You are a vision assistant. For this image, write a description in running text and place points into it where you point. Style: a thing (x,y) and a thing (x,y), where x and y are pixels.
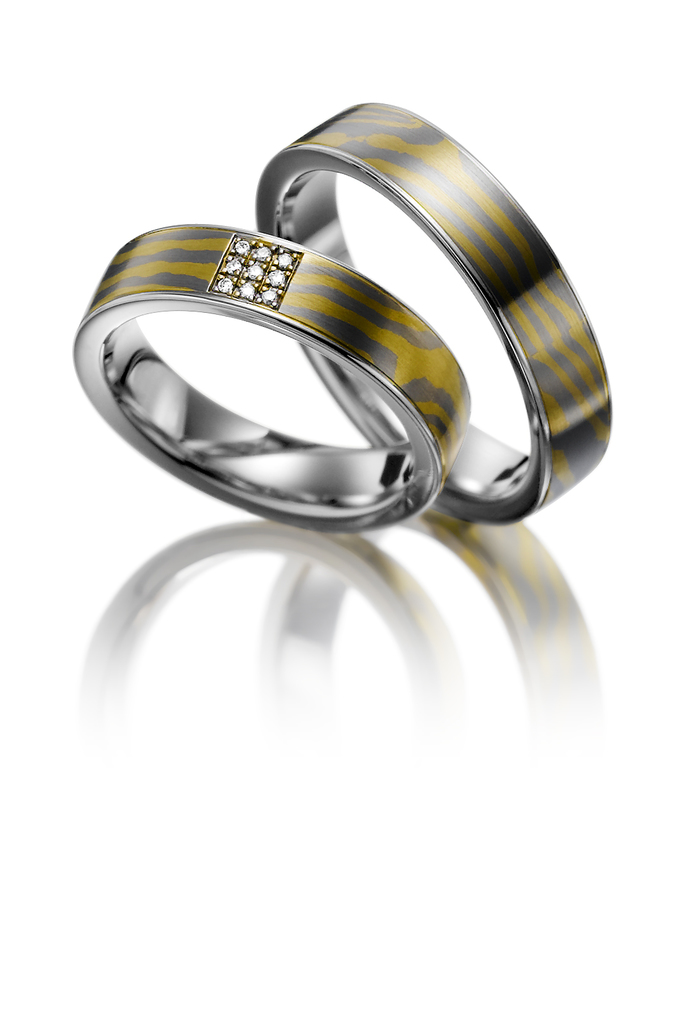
This image consists of rings (235,308). It looks like they are made up of platinum (245,431). In the middle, we can see the stones (256,270).
